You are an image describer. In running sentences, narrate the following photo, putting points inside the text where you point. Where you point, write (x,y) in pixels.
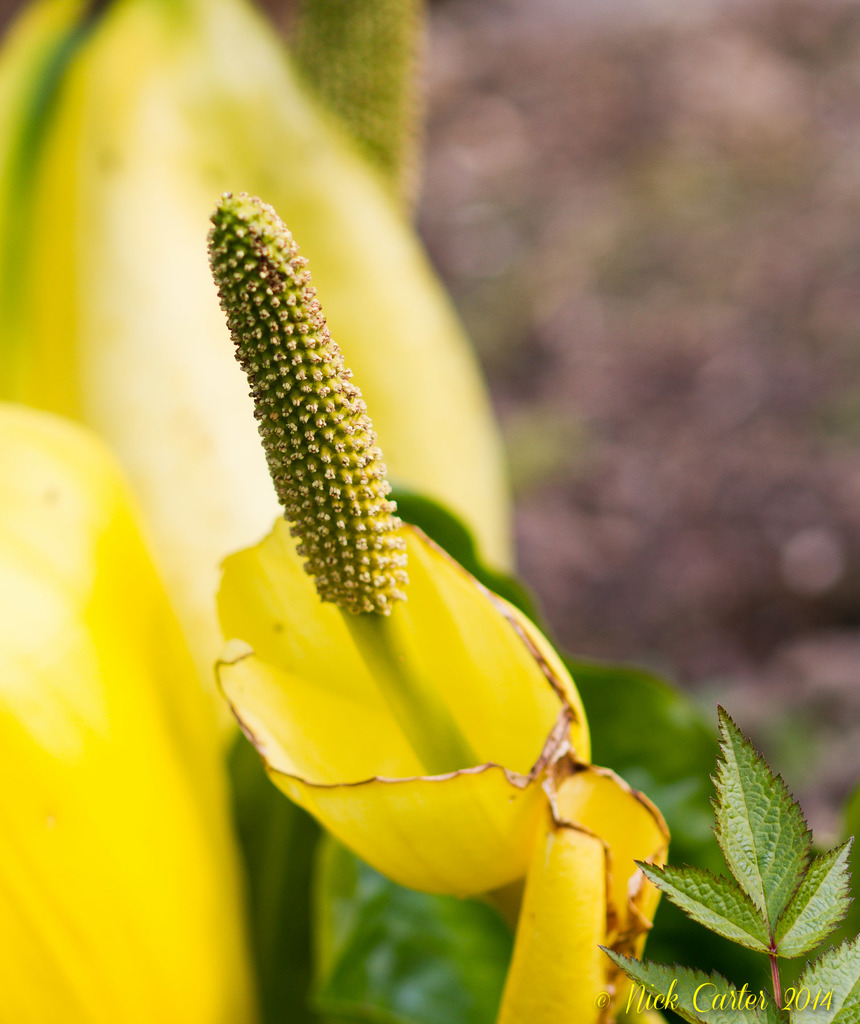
In the center of the image (305,677) we can see one plant (354,818) and flowers (371,690), which are in yellow color. In the bottom right side of the image (740,1001), we can see some text (723,999).
